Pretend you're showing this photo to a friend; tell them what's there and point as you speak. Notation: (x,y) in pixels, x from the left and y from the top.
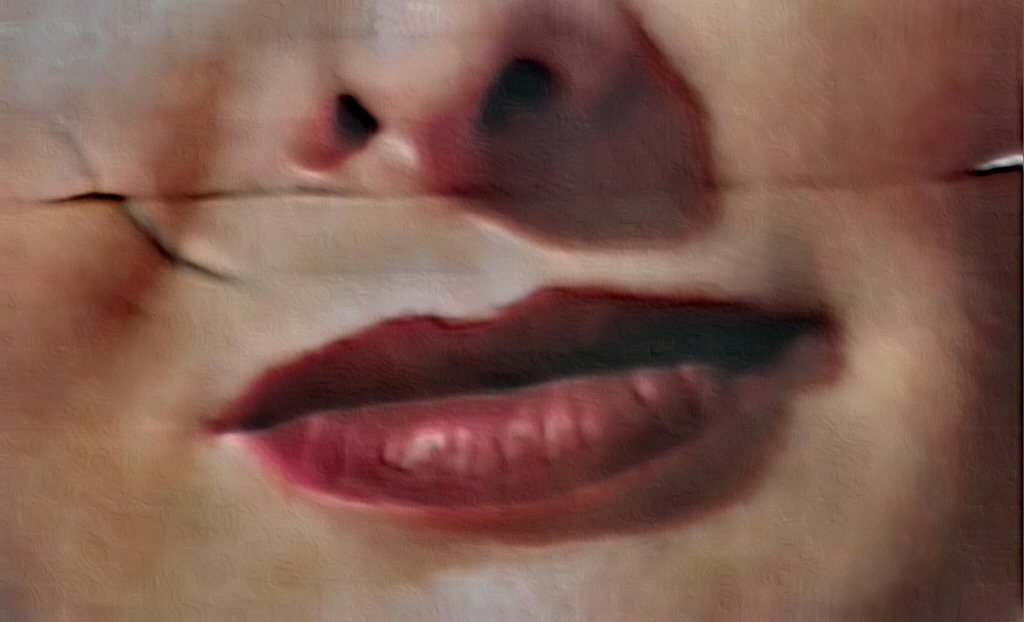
In this picture I can observe nose (375,105) and lips (690,434) of a human face (412,349). This picture is partially blurred.
